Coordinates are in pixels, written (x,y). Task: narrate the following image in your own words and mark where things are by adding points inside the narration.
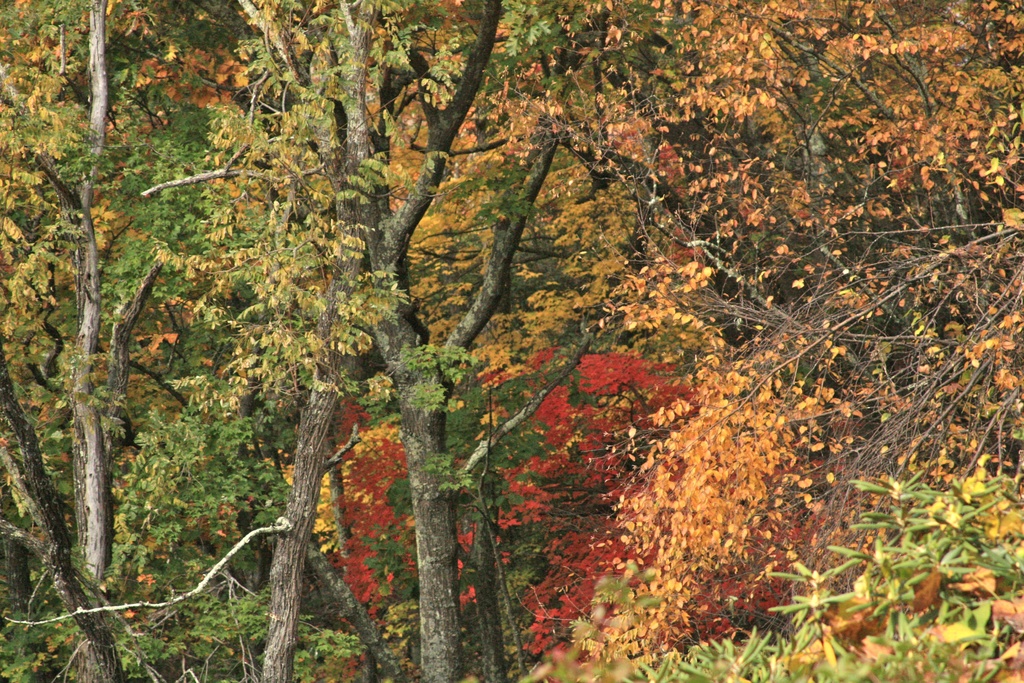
In this picture I can see number of trees (730,185).
